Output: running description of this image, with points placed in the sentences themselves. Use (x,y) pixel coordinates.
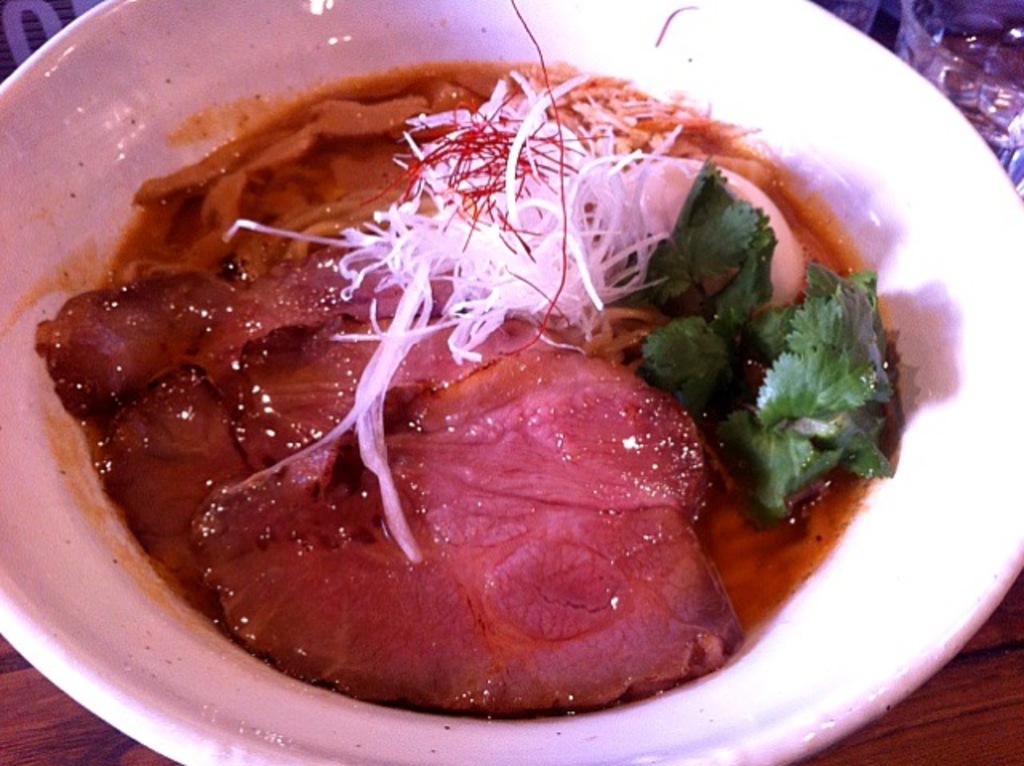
This picture shows the food (285,419) in the bowl (603,744) and we see egg (663,164) and cilantro (816,302) in the bowl (961,454) on the table (919,725) and a water glass (914,61) on the side.
